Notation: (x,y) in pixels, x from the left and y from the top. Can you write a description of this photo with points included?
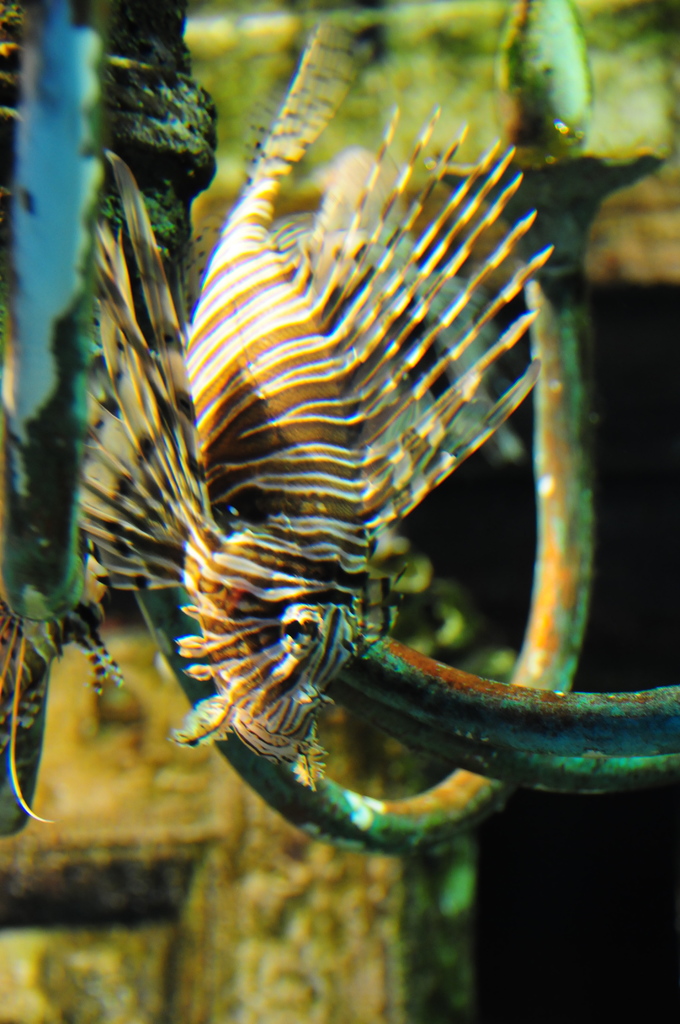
In this picture I can see there is a fish (217,713) swimming in the water (602,669) and there is a metal hook (494,754) here and there is a object (213,3) in the backdrop (244,865).
